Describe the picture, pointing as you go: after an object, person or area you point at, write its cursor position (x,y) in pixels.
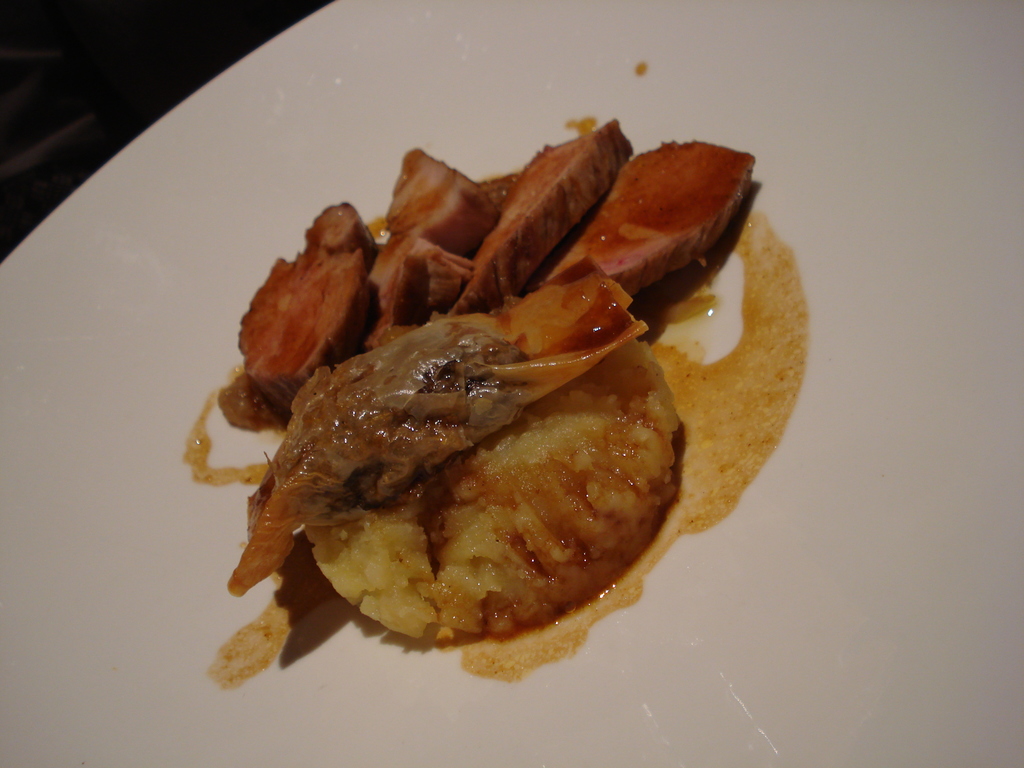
In this image we can see some food (490,378) on the plate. There is a white plate (492,90) in the image.
